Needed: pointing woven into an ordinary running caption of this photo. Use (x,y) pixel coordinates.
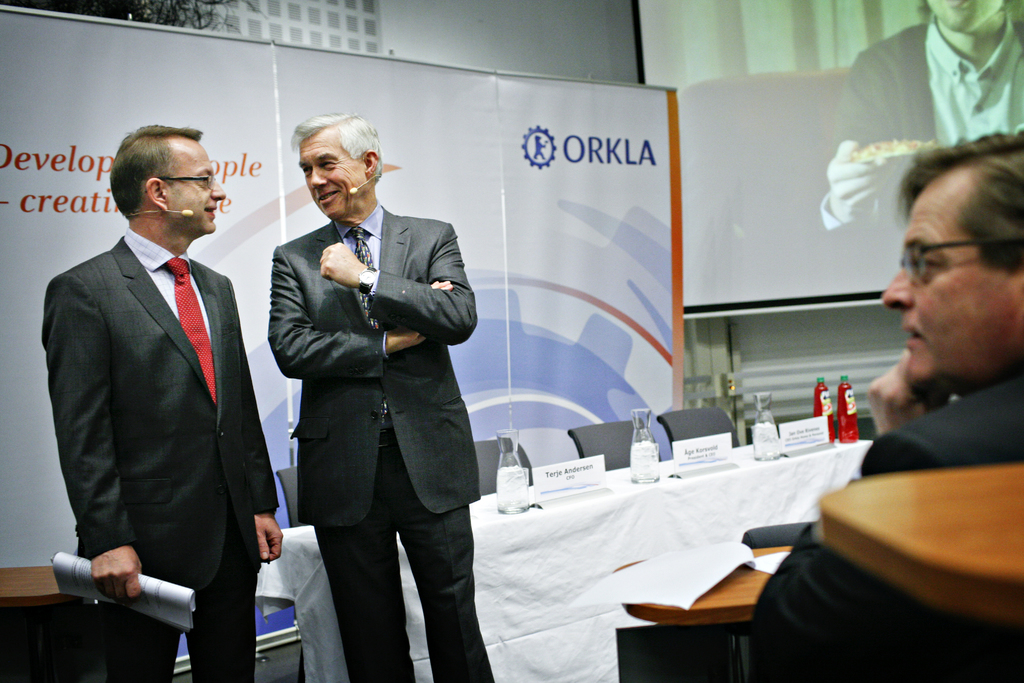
In this picture we can see two men (335,424) standing, on the right side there is a person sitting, we can see a table (618,520) and chairs (723,419) here, there are boards (782,438) and glasses (656,452) on the table (701,491), on the left side (101,251) there is a banner (32,161), we can see a screen (857,74) on the right side (876,72), this man (161,458) is holding a file (152,583).
